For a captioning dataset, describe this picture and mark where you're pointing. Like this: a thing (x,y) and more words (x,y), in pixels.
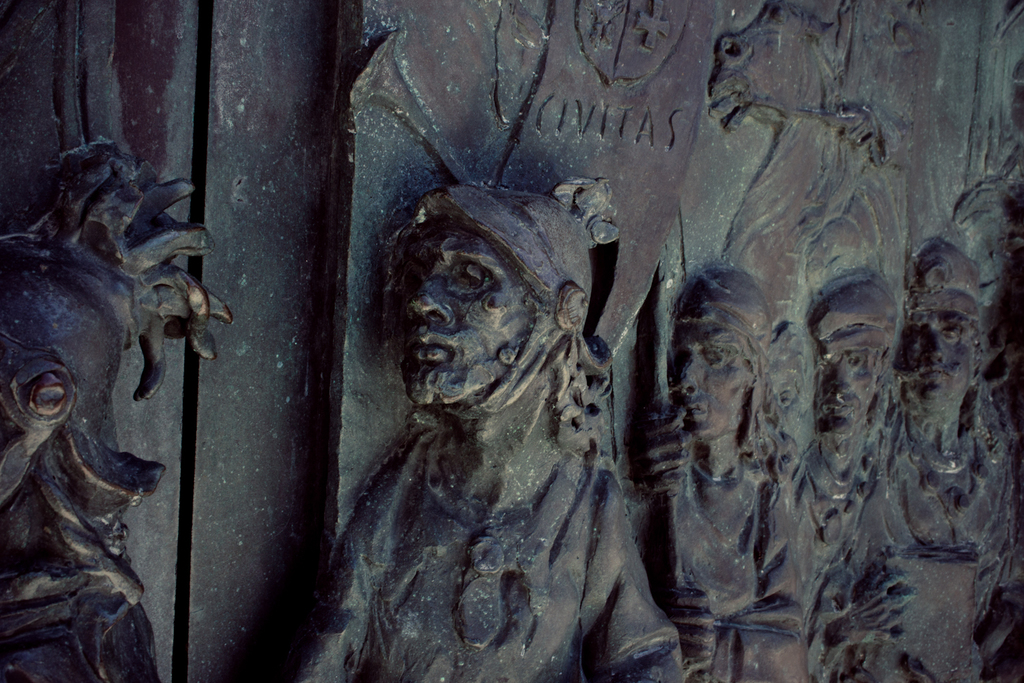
In the picture we can see the wall (53,113) with a human sculptures (741,585).
